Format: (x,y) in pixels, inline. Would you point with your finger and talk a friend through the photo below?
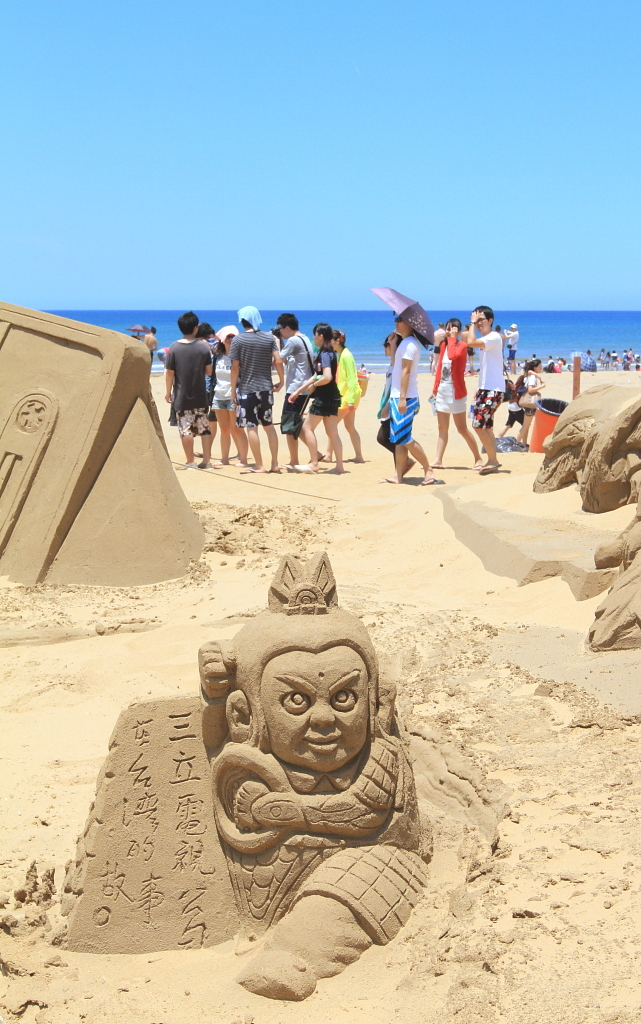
There are sand arts (10,325). people (489,350) are standing. A person (409,331) is holding an umbrella (423,326). There is water (146,323) at the back (620,348).
